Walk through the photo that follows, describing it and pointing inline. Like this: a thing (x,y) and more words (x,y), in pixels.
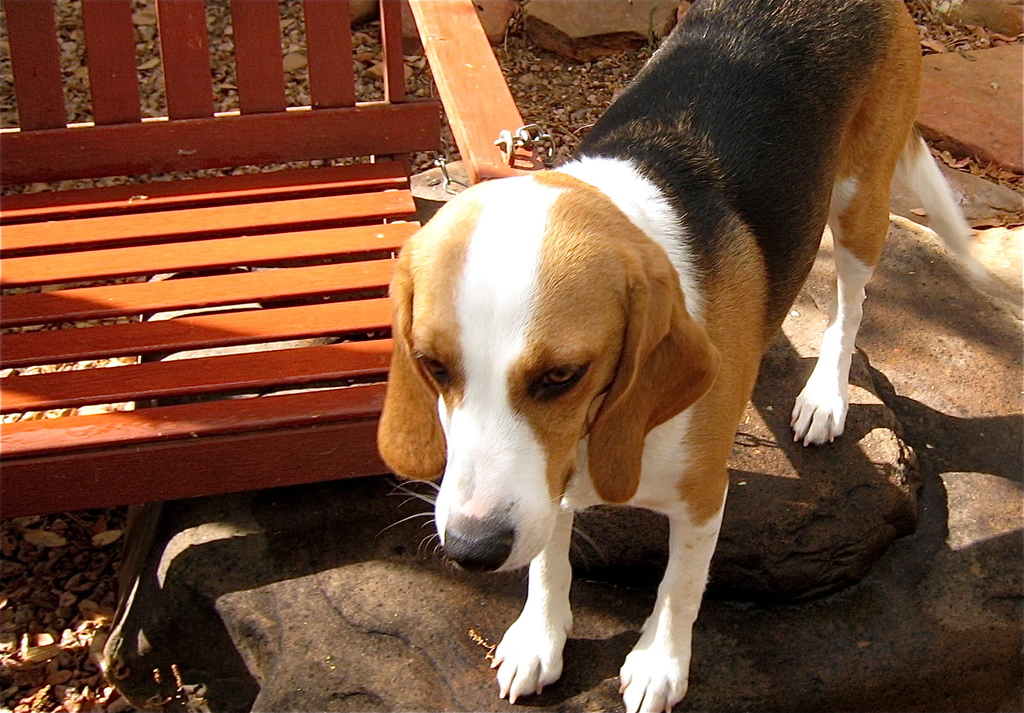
In this picture there is a dog (625,335) who is standing near to the wooden bench (276,416). On the right (992,145) we can see stones (992,145). On the bottom left corner (84,658) we can see the leaves (28,660).
